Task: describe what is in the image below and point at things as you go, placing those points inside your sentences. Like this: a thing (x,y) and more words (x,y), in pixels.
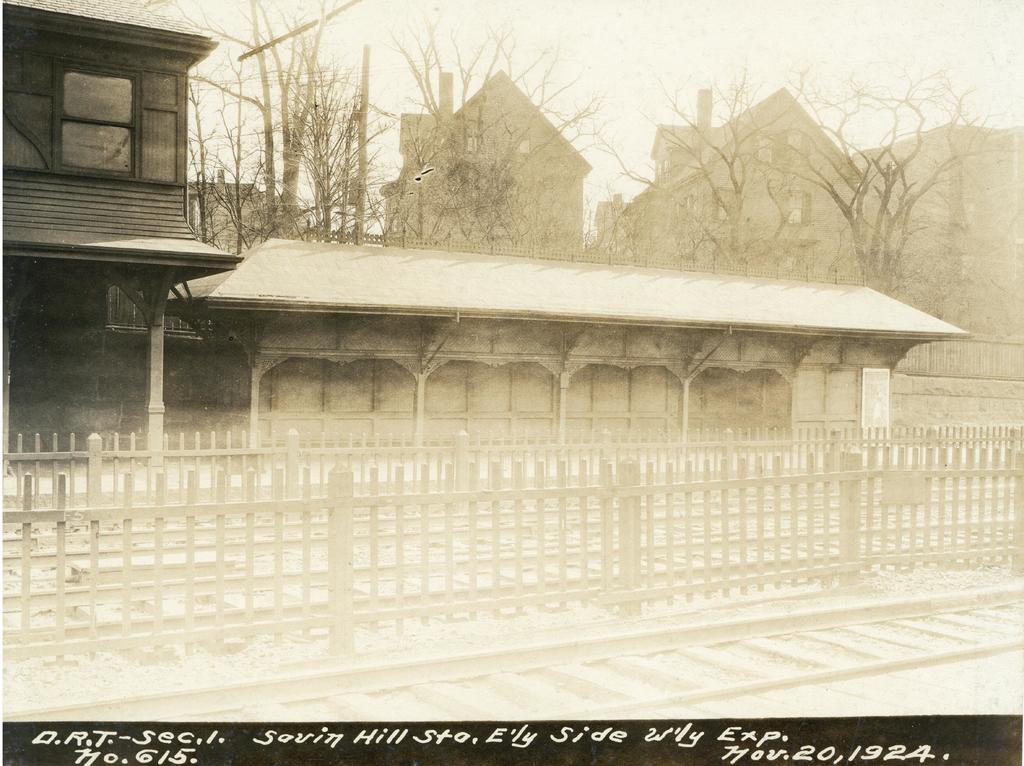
In this image there are buildings (621,316). In the front of the buildings (649,276) there are the wooden railings (269,505). At the bottom (637,641) there are railway tracks (719,663). Behind the buildings (573,211) there are trees (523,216). At the top (641,35) there is the sky (589,26). Below the picture there is text (562,746) on the image.
